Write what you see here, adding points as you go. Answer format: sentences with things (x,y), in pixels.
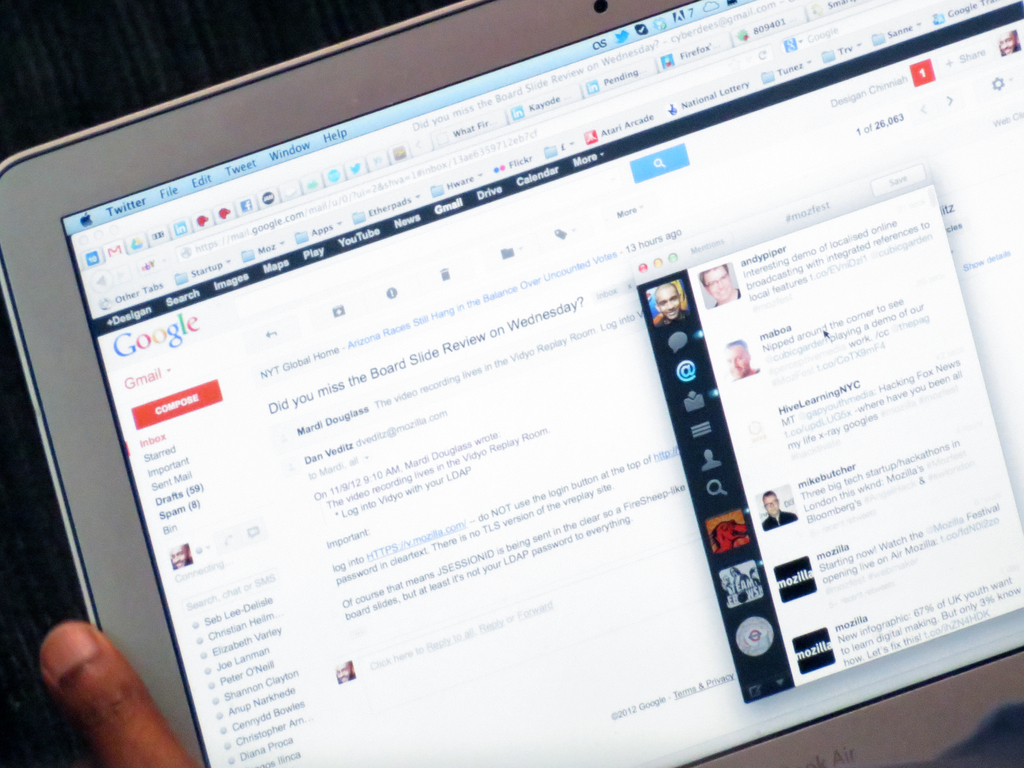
In this image there is a person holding a laptop (222,488) and there is some text (357,486) on the screen (603,685) of the laptop (295,484).
